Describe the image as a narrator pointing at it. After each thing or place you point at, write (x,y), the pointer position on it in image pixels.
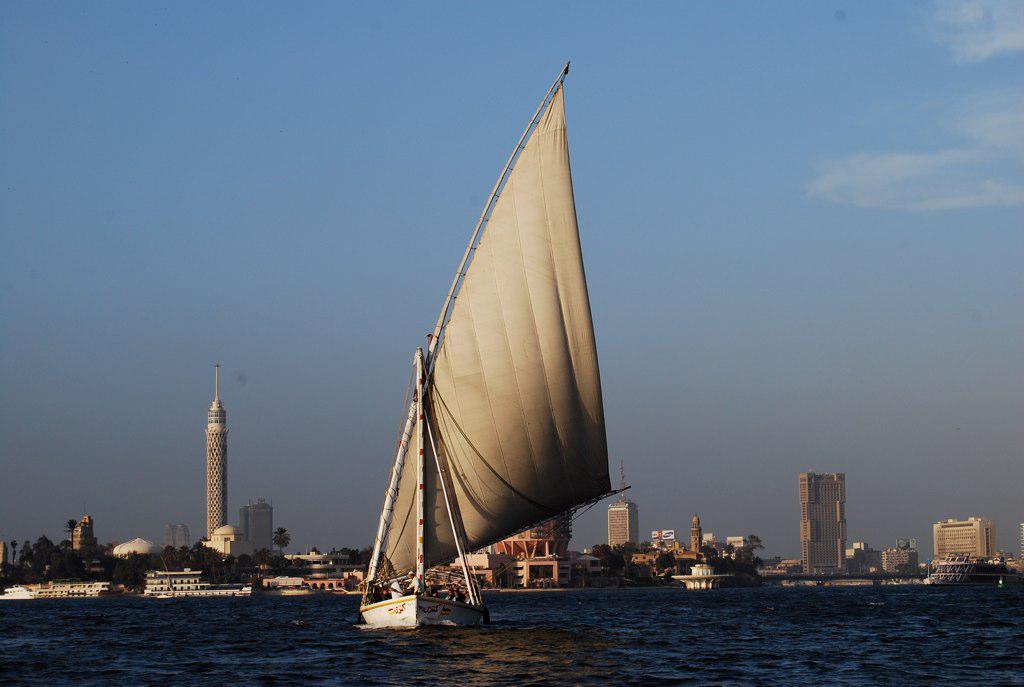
In this image I can see the boat (375,597) on the water (574,622). In the background (240,582) I can see the trees (704,548) and many buildings (816,541). I can also see the sky (637,93) in the back (154,359).
